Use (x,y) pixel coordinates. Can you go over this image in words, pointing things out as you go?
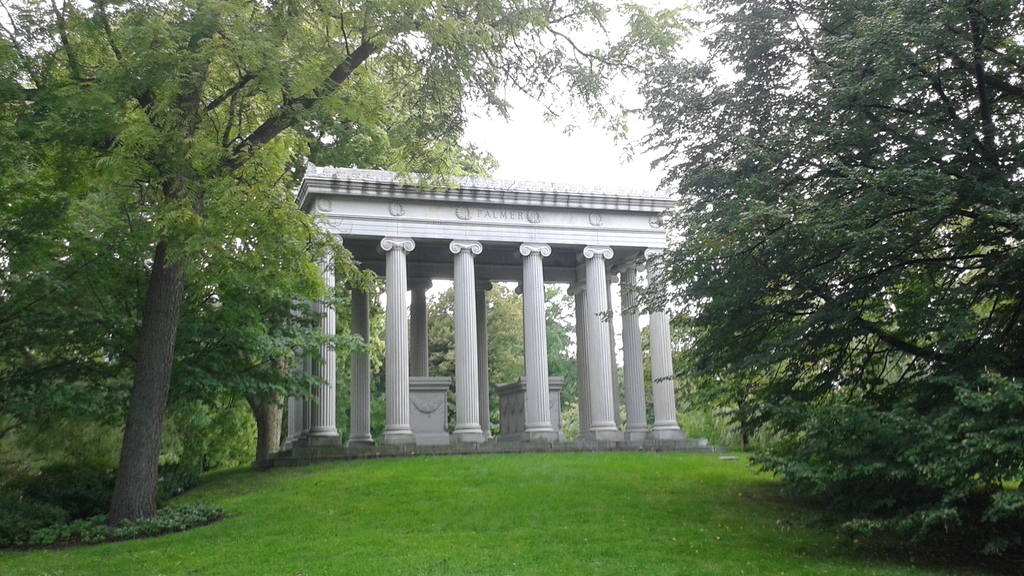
In the image i can see a white building (379,213), trees (809,252), grass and finally i can see the sky (536,145).
